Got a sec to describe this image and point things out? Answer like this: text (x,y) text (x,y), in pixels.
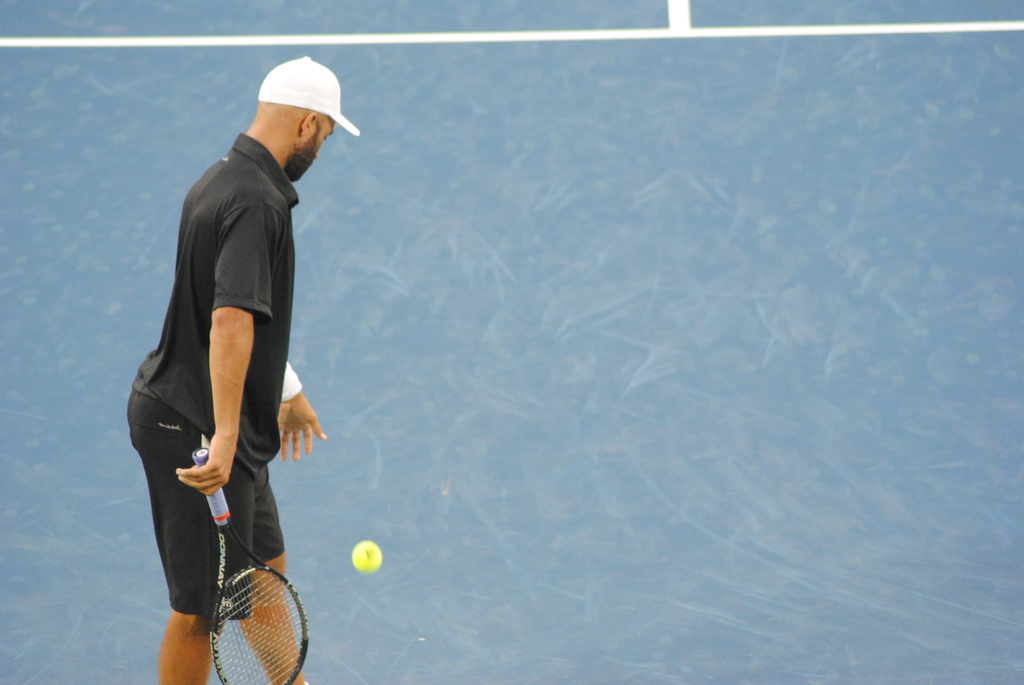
In the foreground (401,628) I can see a person (196,619) is playing a tennis on the ground (453,328). This image is taken during a day on the pitch (392,529).
